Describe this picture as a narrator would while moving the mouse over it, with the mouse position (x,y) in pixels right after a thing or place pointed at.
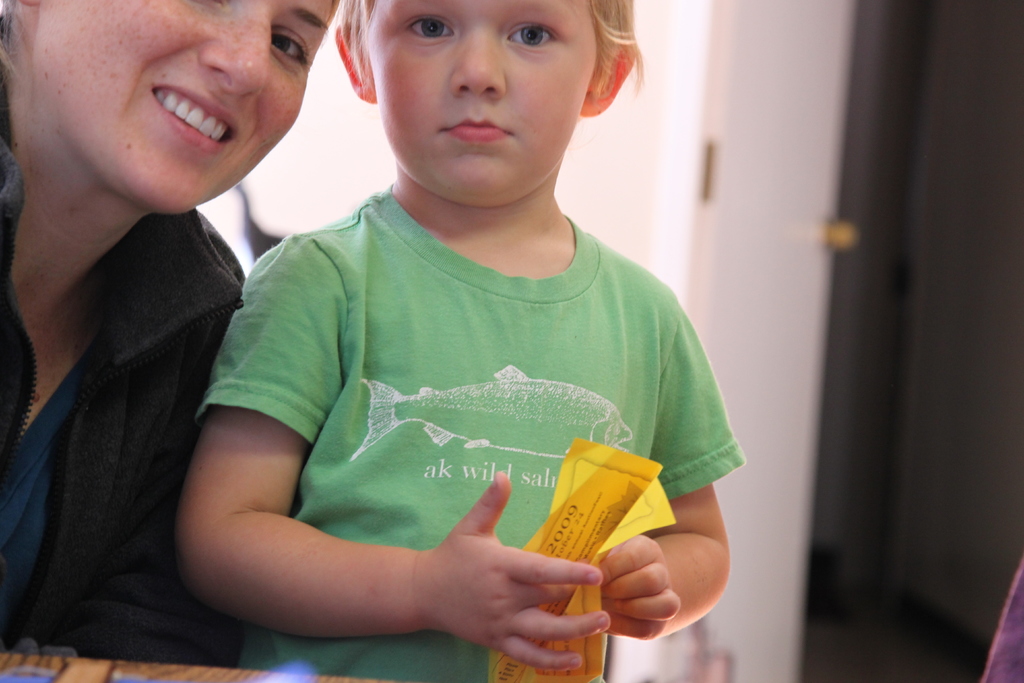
In this image I can see two persons (157,430) wearing black and green colored dresses (344,422) and a person (483,384) is holding a yellow colored paper (575,507) in his hand (585,563). I can see the white and black colored background (674,261) in which I can see the wall (625,169) and the door (800,205).
